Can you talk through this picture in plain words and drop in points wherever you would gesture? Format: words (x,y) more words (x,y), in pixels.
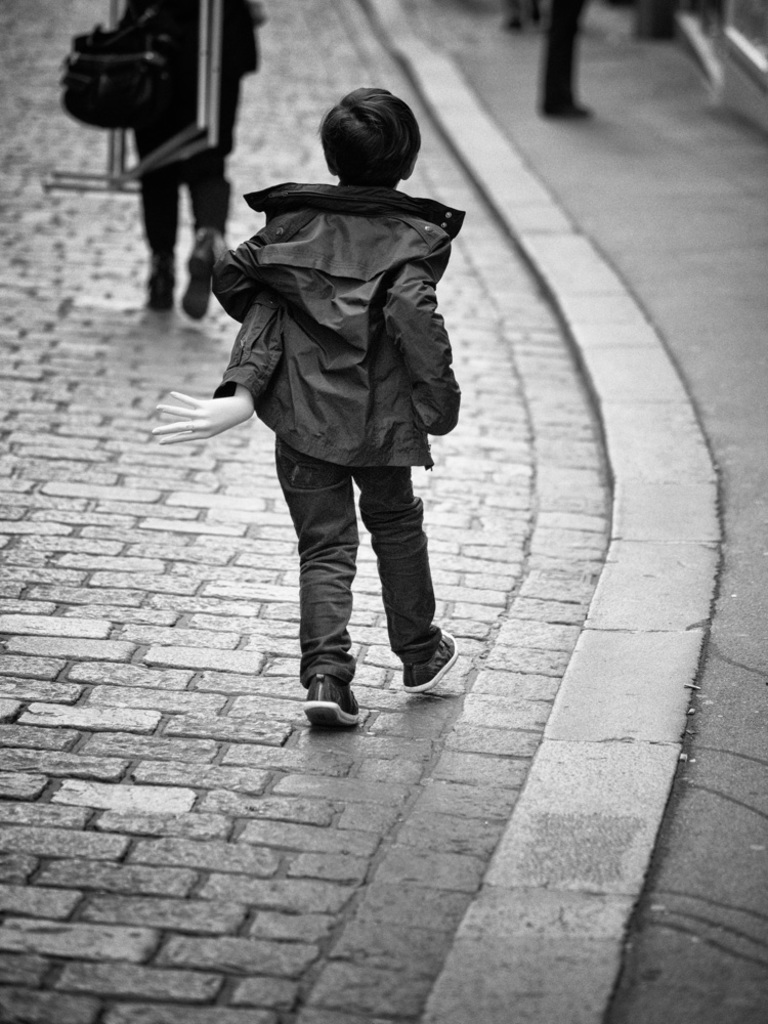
Black and white picture. Here we can see a boy (308,386). This boy (409,489) wore a jacket (399,444). Background (606,16) it is blur. We can see people (171,179). This person (231,25) is holding objects (205,98).
